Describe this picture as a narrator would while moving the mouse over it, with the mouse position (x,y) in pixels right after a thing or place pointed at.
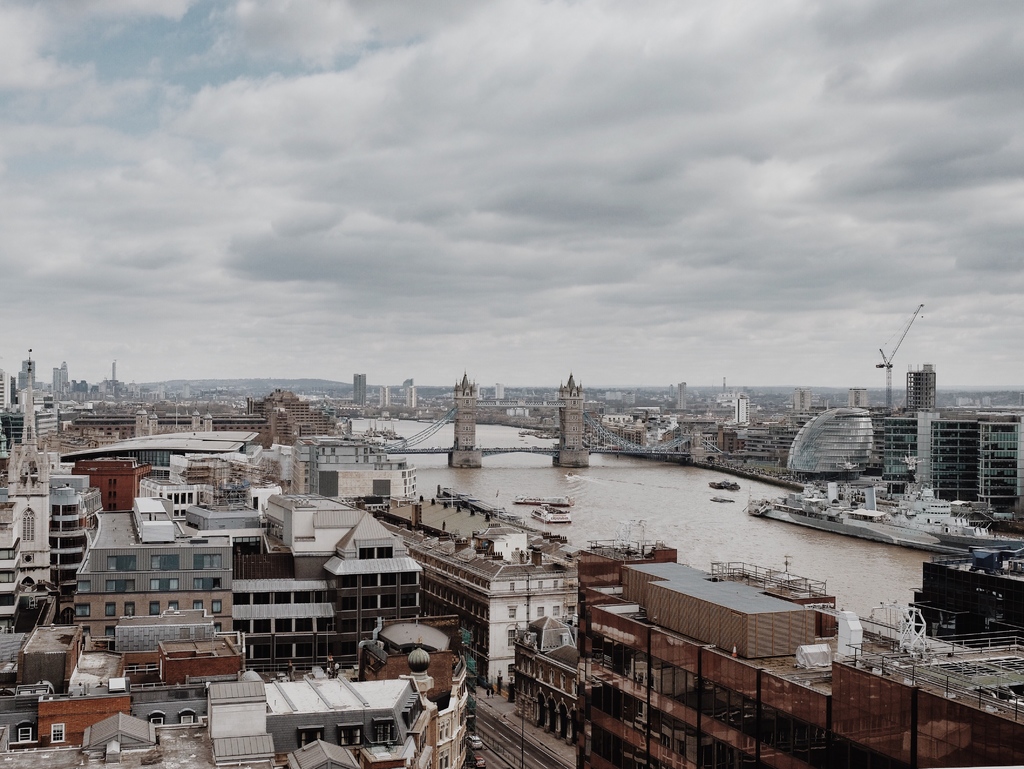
This is the top view of London city (247,477). In the middle of the image (551,467) there is a bridge (567,454) on Thames river (605,487), besides the river (594,474) there are buildings (356,436). In the background of the image (158,386) there are mountains (445,388). At the top of the image (593,162) there are clouds (593,162) in the sky (434,301).
